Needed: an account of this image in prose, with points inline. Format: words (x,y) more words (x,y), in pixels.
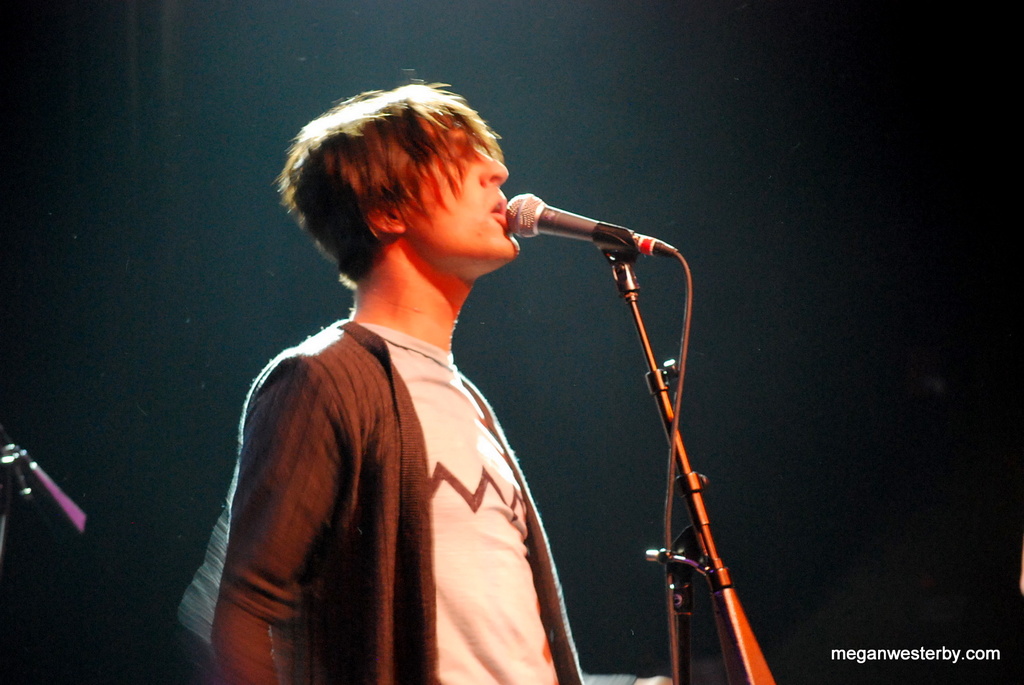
A man (544,542) is singing, he wore t-shirt (436,450), there is a microphone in the middle of an image (634,278).
